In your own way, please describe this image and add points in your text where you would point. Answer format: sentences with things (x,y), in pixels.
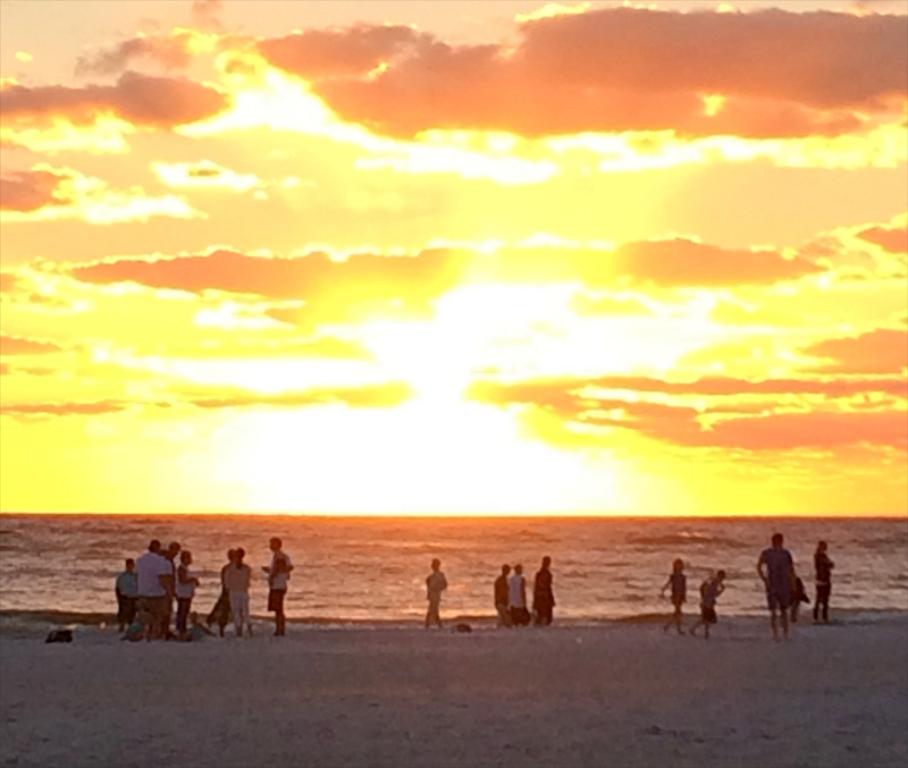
In this picture I can see few people (429,627) are standing in the sea shore (626,629) and also we can see sun (427,415).
